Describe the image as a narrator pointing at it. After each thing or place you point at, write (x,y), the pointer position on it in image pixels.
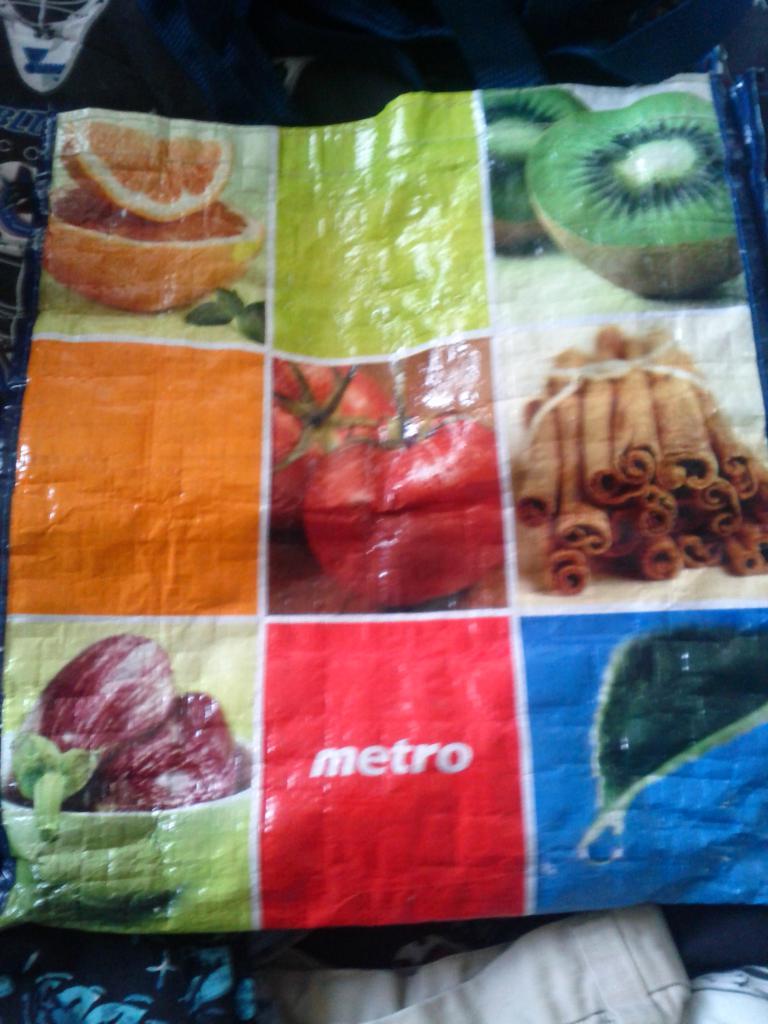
In this image, we can see a plastic cover (297,903) and we can see some photos (206,212) on the cover (368,237).
